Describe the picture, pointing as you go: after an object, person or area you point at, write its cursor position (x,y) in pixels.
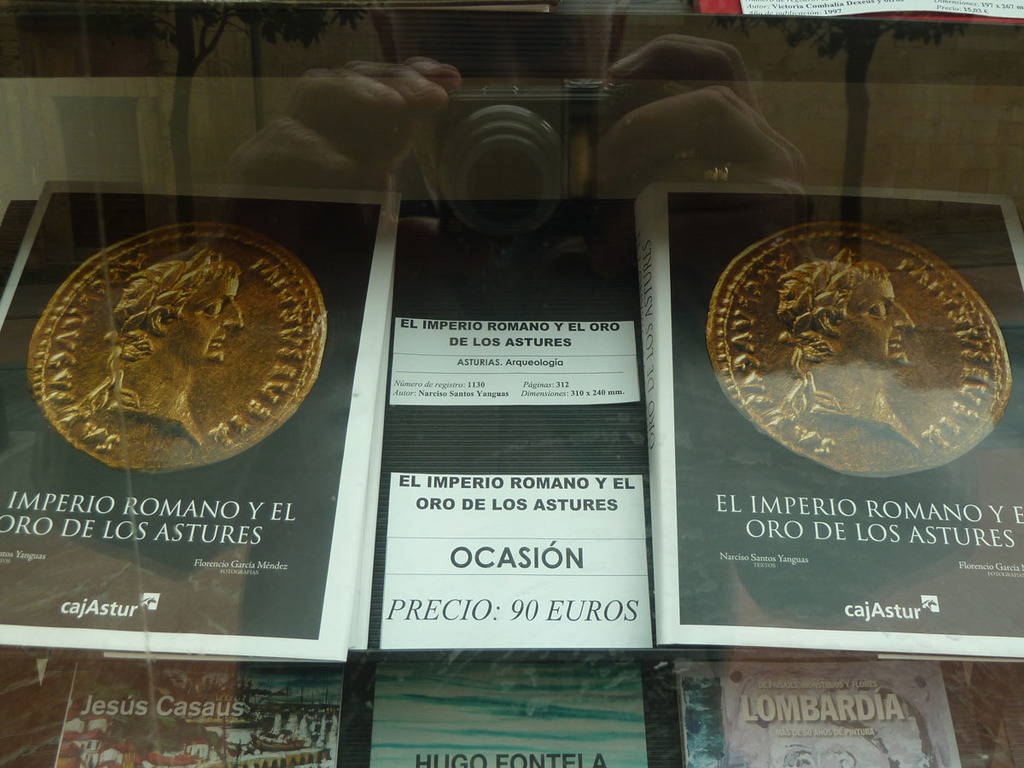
In the foreground of this image (373,581), it seems like books (293,622) inside the glass (531,18) and in the reflection (512,119), there is a man (668,142) holding a camera (541,156).
